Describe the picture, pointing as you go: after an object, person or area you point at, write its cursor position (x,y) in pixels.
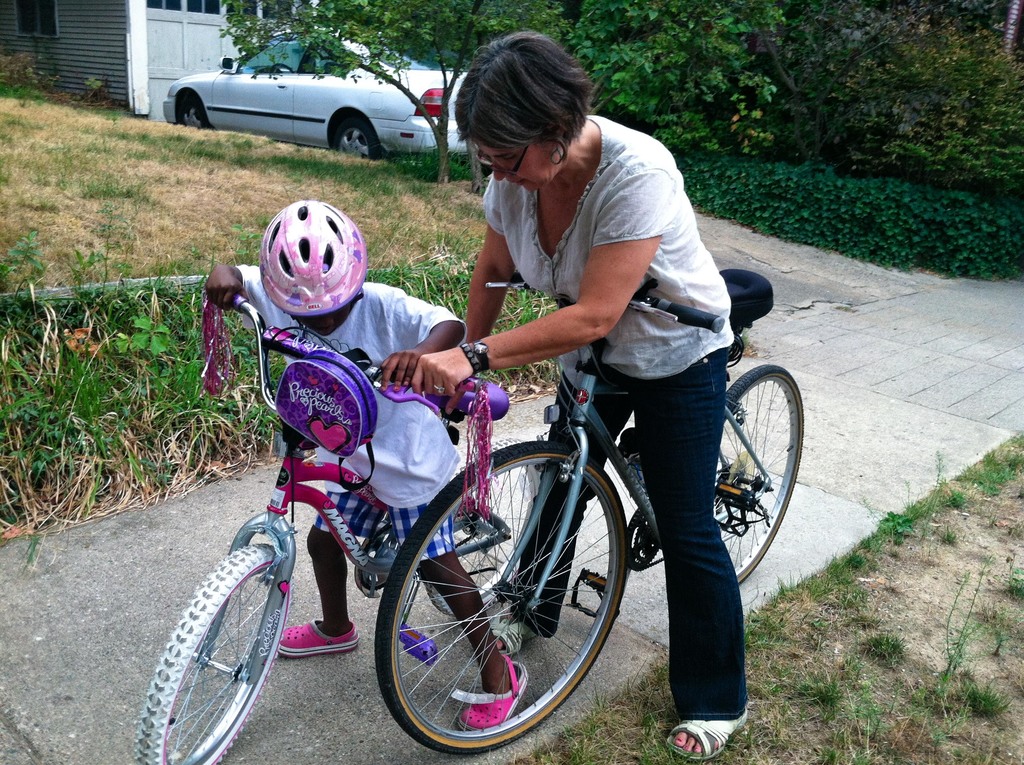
In this image there is a woman (599,173) and a kid (385,447) standing on the road (659,662). They are holding bicycles (306,392) in their hands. On the either sides of the road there are plants (180,393) and grass (838,620) on the ground (838,620). In the top left (121,61) there is a house (131,37). There is a car (277,102) parked in front of the house (98,48). In the background (710,18) there are trees (800,46) and hedges (779,200).
